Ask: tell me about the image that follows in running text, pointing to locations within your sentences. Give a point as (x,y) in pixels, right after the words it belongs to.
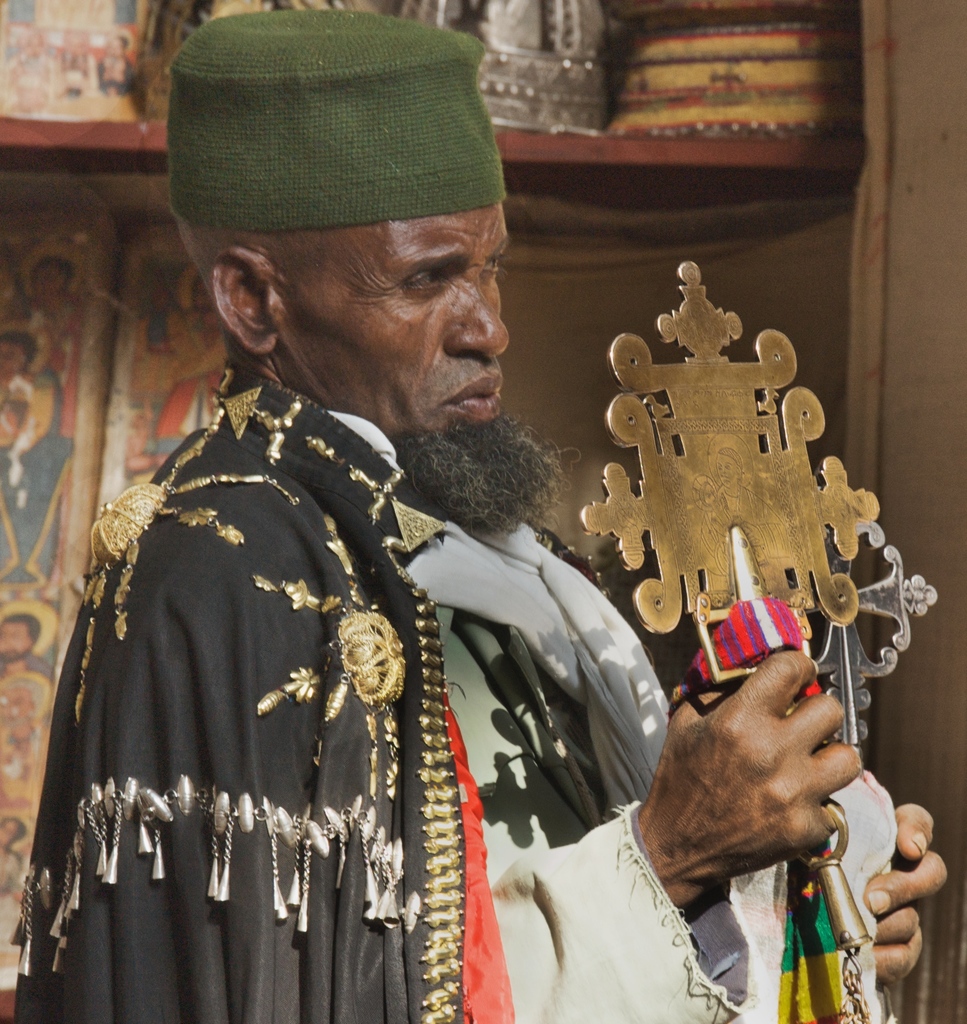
In the center of the image (504,569) we can see a person (473,838) is standing and he is holding some objects (848,793). And we can see he is in a different costume (363,581) and he is wearing a hat (347,89). In the background (736,349) there is a wall (773,321) and a few other objects (67,396).
